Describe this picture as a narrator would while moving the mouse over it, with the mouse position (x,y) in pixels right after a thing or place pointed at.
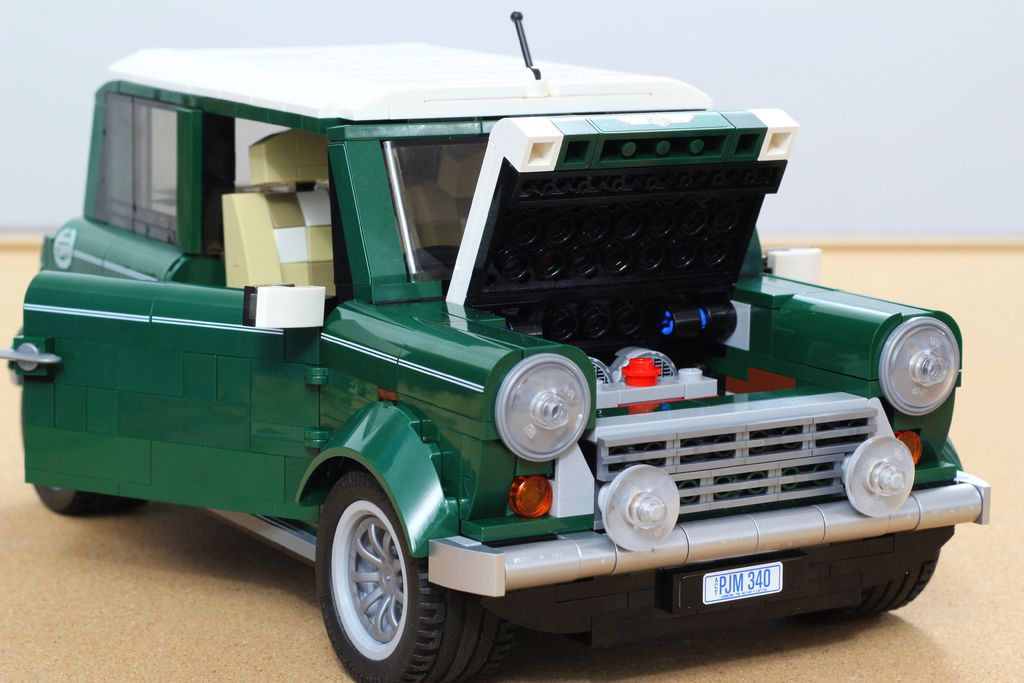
In this image we can see a toy car (381,441) on the wooden surface (49,582), also we can see the wall (846,109).
